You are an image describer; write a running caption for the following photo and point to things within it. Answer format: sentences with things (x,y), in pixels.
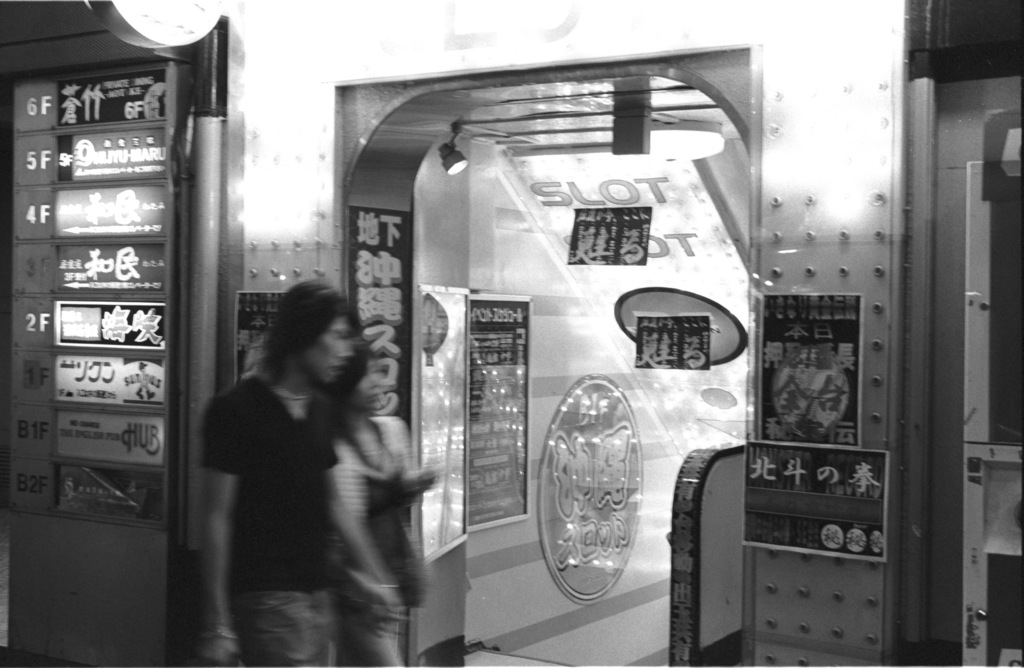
This is a black and white picture. I can see two persons (247,649) standing, boards (18,274), lights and some other objects (222,92). There are posters (384,304) attached to the walls (652,14).
